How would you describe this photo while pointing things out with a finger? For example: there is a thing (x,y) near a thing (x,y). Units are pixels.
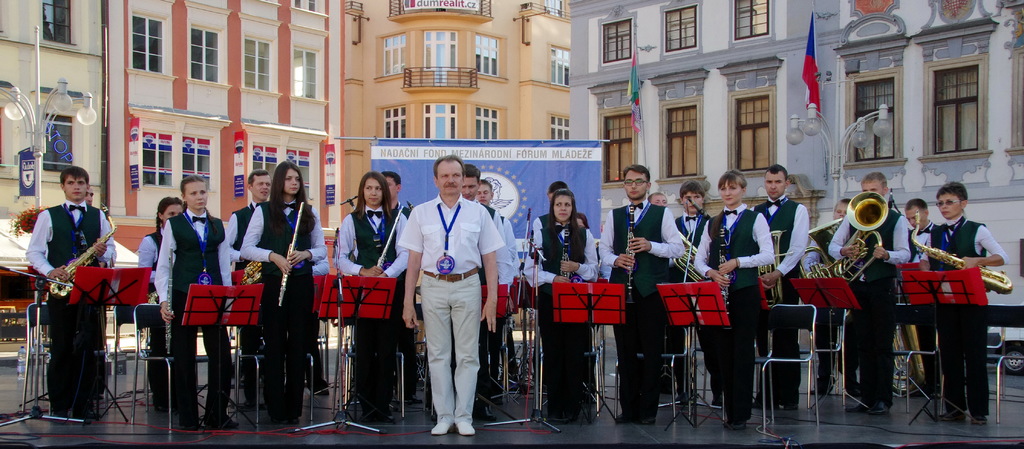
In the picture there is a man (414,232) standing in the foreground (423,221) and behind him there are a group of people (344,228) holding music instruments (290,245) with their hands (713,270) and there are tables (338,319) with some music notations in front of them, in the background (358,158) there is a banner (379,163) and behind the banner (392,154) there are buildings (668,60).
